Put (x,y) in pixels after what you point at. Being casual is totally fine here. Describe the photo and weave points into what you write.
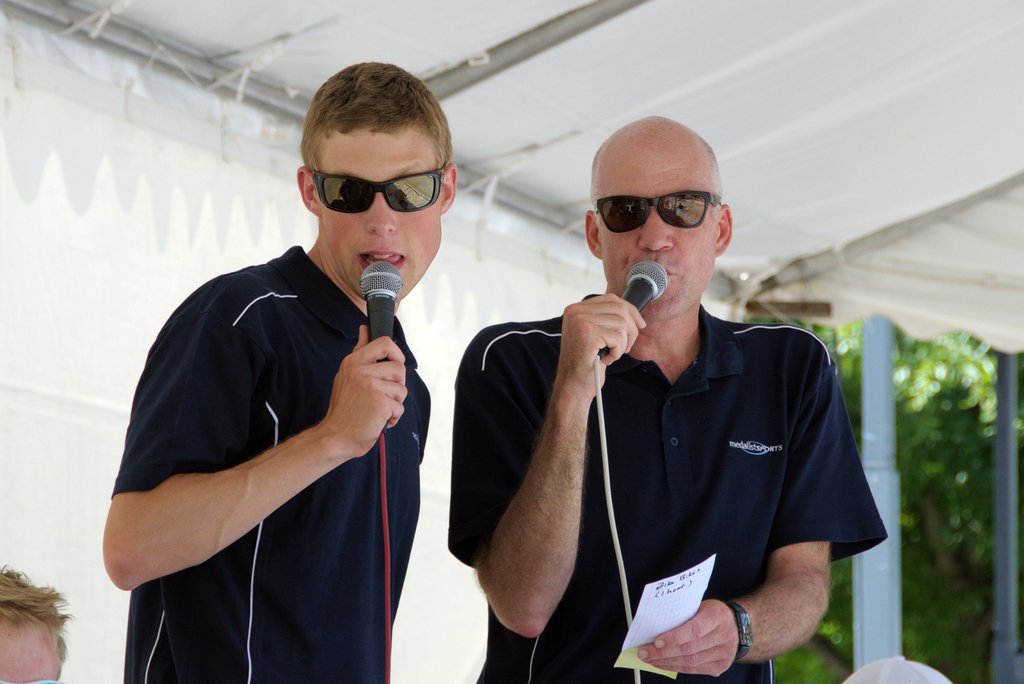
This 2 mans (240,376) are holding a mic (650,270) and wore goggles (401,202). This man (690,238) is also holding a card (631,631). Far there are trees (947,444).
